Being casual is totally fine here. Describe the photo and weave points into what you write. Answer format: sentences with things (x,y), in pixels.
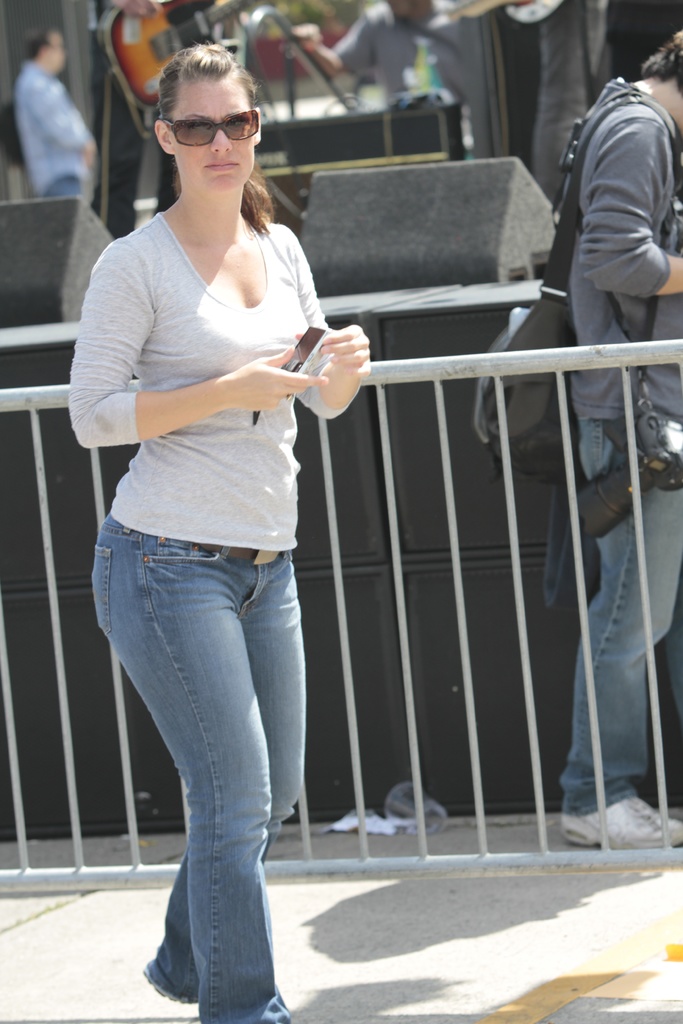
In the picture we can see a woman (112,273) walking on the path (292,940) and holding some object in the hand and behind her we can see the railing (478,818) and behind it, we can see a person (598,273) standing wearing a bag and in the background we can see some people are standing and one person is holding a musical instrument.
